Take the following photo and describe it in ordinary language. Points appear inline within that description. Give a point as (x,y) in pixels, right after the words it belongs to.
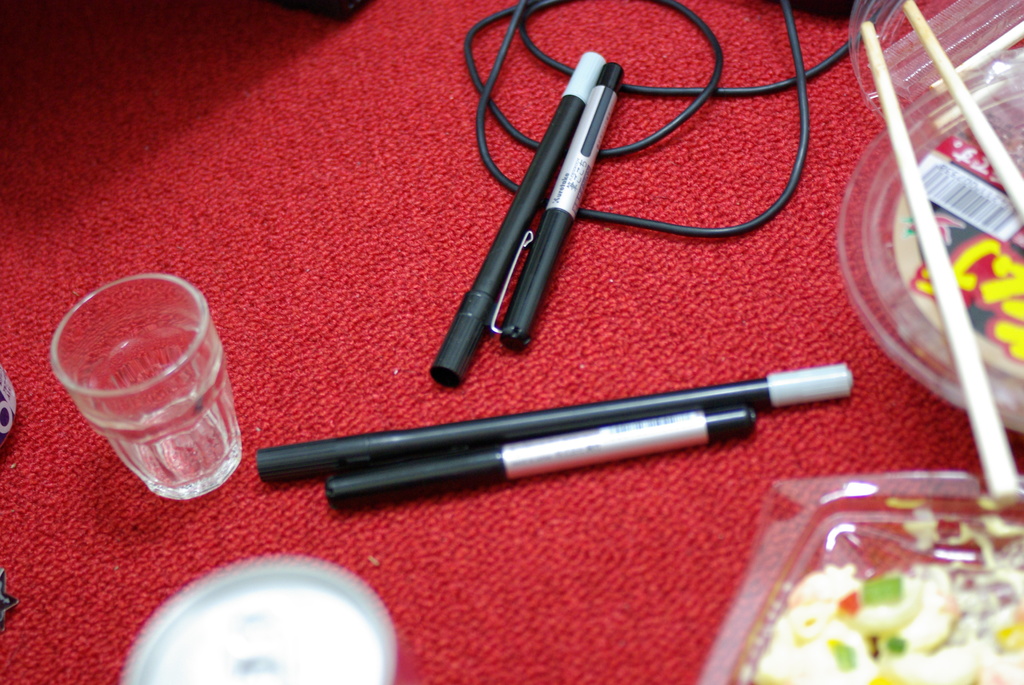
In this image, we can see pens (701,410), a glass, boxes (866,489) and there are food items (877,648) and we can see a cable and some other objects (920,229) are on the mat (522,582).
